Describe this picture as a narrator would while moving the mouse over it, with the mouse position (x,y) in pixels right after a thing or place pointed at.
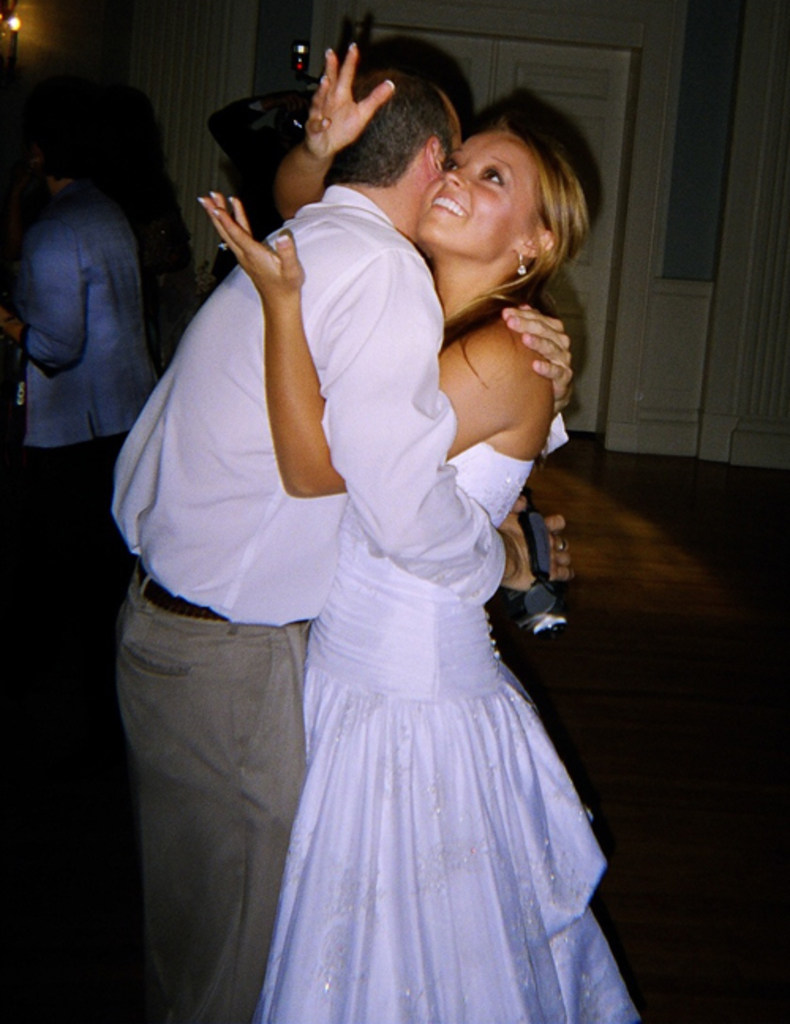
This image is taken indoors. In the background (755,208) there is a wall (755,208) with a door (589,147). On the left side of the image (101,319) a man (85,292) is standing on the floor (586,501). In the middle of the image (294,351) there is a man (337,337) and a woman (454,199) hugging each other and holding a camera (544,565) in his hand (506,555).
